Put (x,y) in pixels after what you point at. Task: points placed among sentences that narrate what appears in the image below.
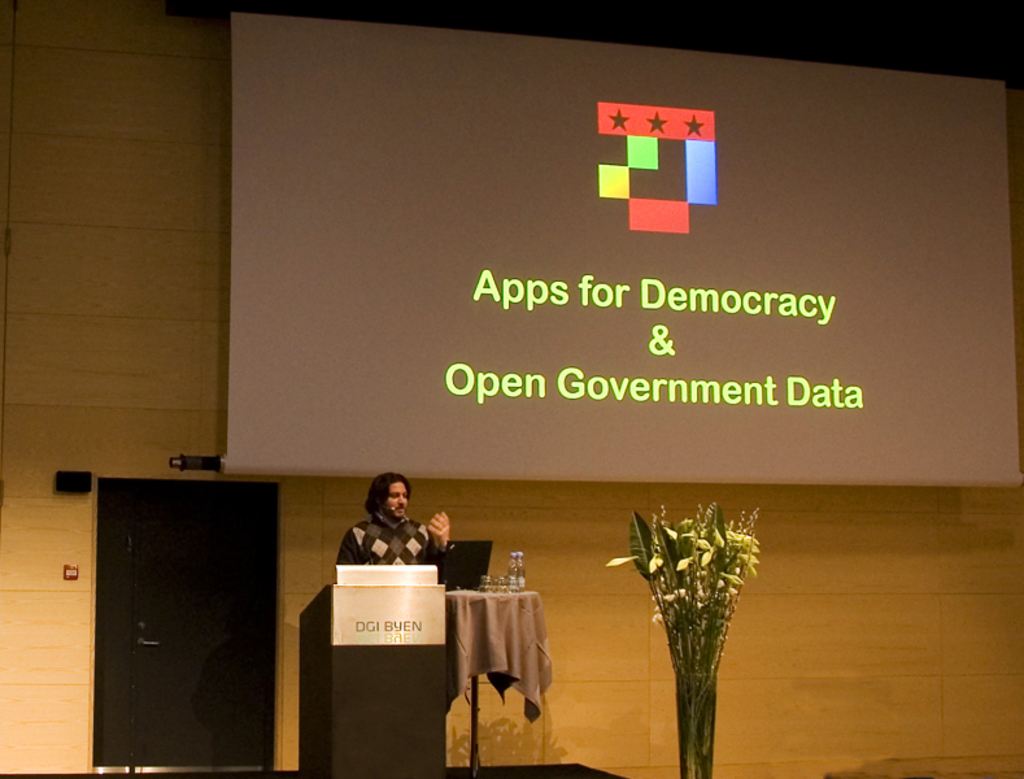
In this image there is a flower vase (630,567), there are glasses (498,586) and a bottle (515,576) on the table (474,606), there is a person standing near the podium (421,590), there is a screen (276,419).
